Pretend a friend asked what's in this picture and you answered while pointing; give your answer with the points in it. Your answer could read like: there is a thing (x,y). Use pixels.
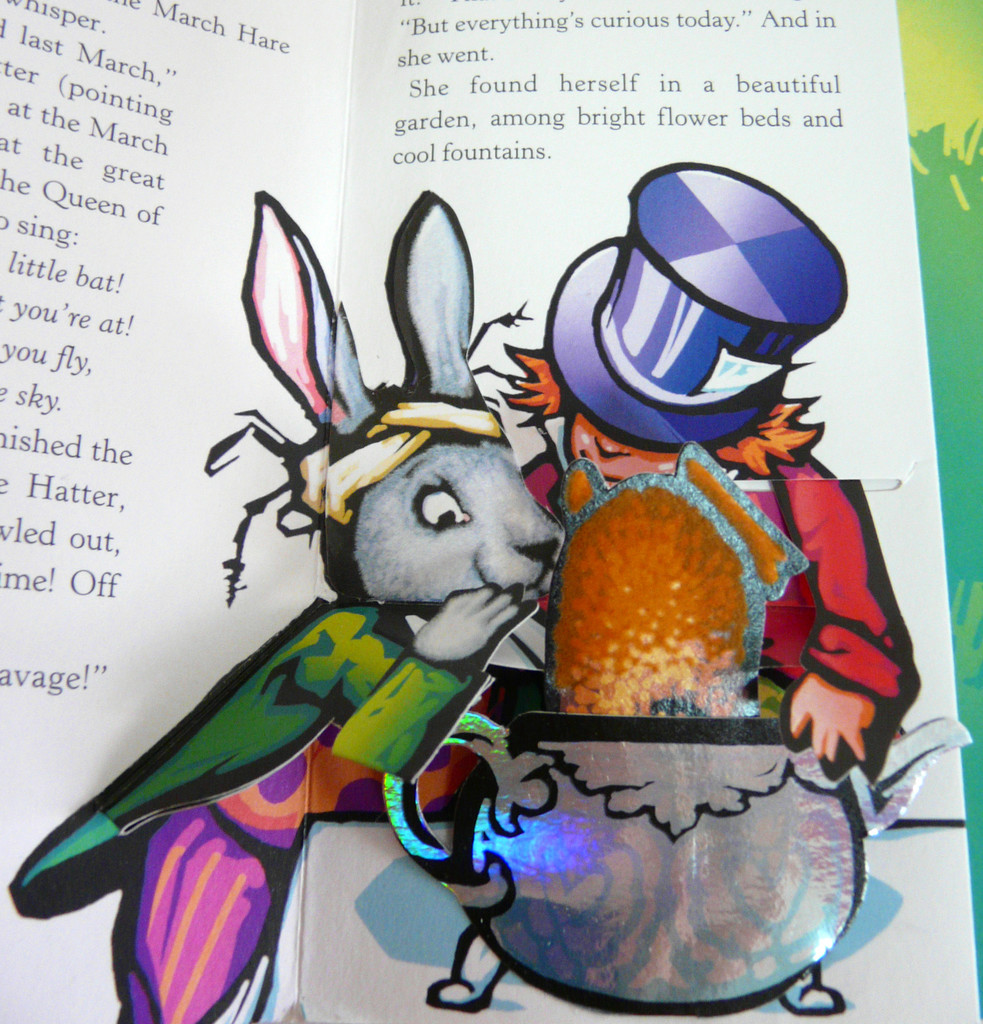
In this image there is a open book (659,917) where we can see there are some letters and also some picture (532,514) of mouse (777,535) pot (608,985) and person (712,256).
